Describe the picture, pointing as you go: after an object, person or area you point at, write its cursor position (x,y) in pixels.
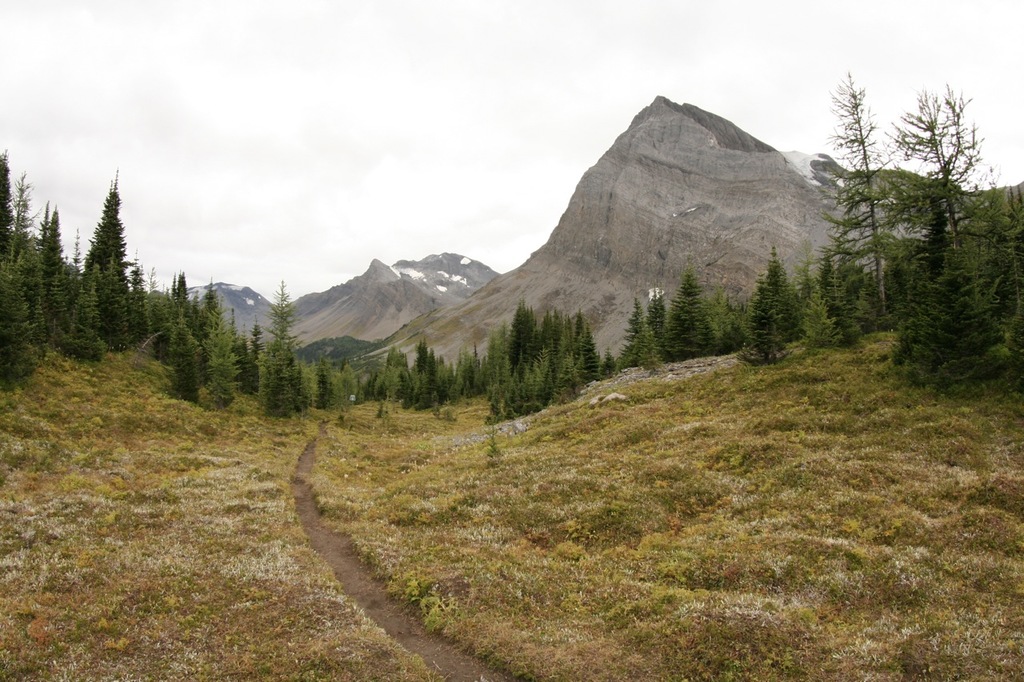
In the picture we can see a grass surface (667,523) on the hill slope (640,541) with a way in the middle of it and far away from it we can see some trees (679,309) and plants (740,309) and behind it we can see some hills (363,328) with snow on it and behind it we can see the sky (346,145).
